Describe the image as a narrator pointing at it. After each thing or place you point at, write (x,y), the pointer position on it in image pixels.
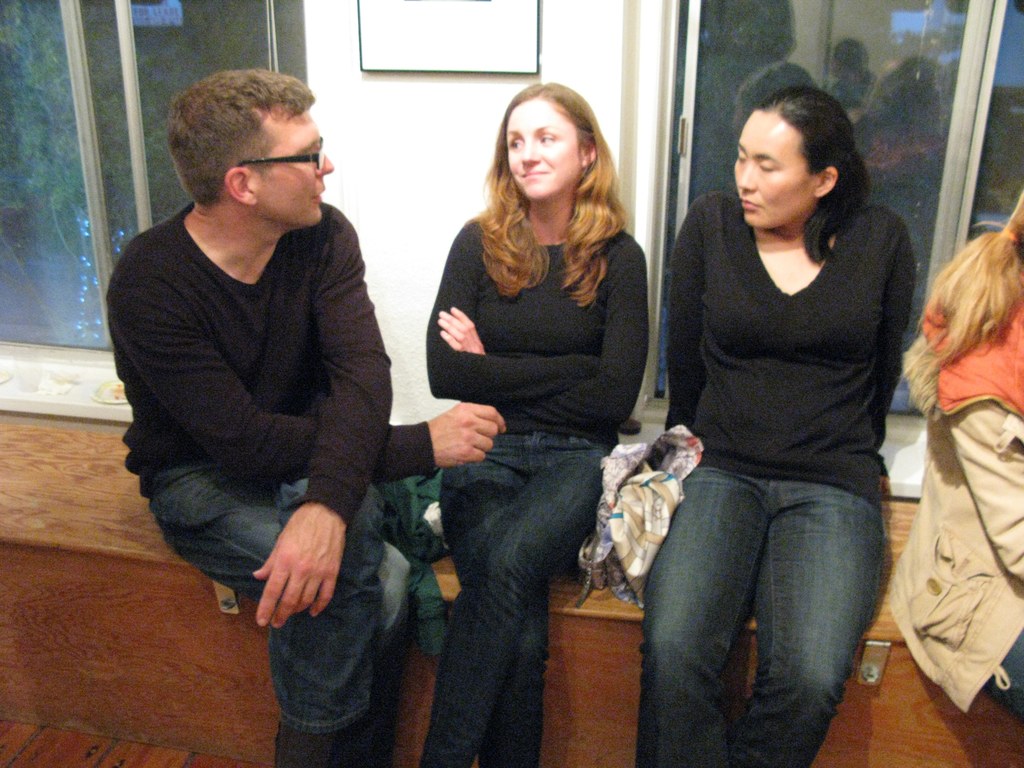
In this image we can see four persons (500,523) sitting on a bench (110,500). one person (342,368) is wearing black t shirt (297,265) and spectacles (291,163). In the background (49,128), we can see the windows (96,106) and photo frame (385,26) on the wall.
